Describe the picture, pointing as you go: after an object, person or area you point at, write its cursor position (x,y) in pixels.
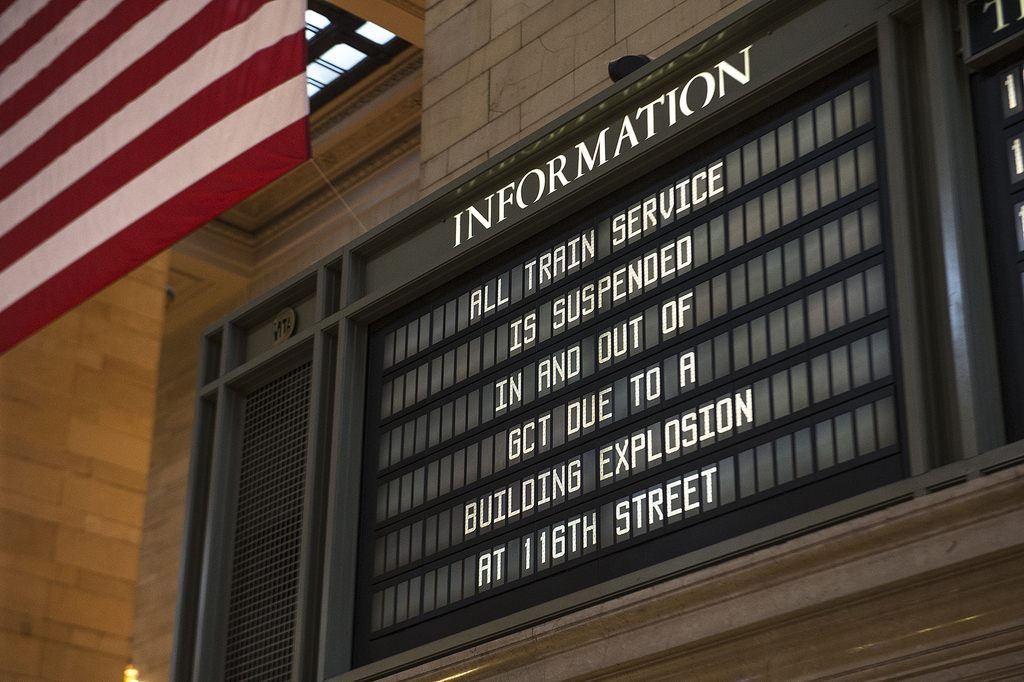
This picture shows information board (599,165) on the building (462,104). We see text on the board (529,201) and we see a flag (272,151).
